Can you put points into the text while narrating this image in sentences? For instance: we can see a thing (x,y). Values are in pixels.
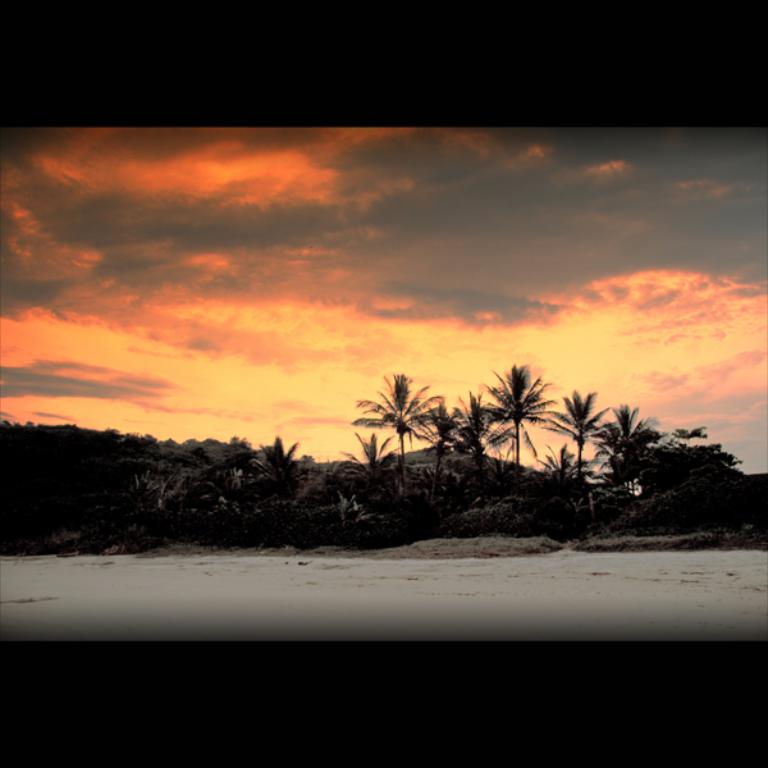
This picture shows few trees (363,484) and a cloudy sky (592,361) with sunlight (559,443).
